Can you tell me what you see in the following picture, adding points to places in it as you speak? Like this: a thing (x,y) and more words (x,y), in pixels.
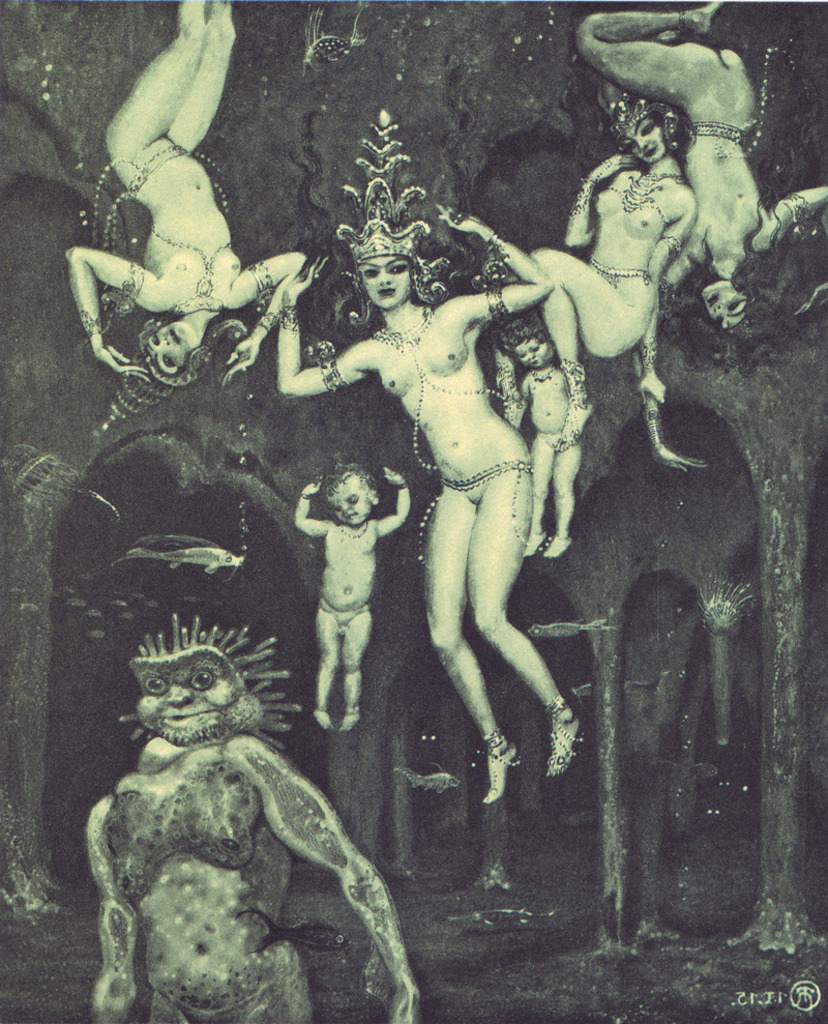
In this image, we can see a painting (683,907), we can see some women (683,457), kids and some pillars (35,576).
